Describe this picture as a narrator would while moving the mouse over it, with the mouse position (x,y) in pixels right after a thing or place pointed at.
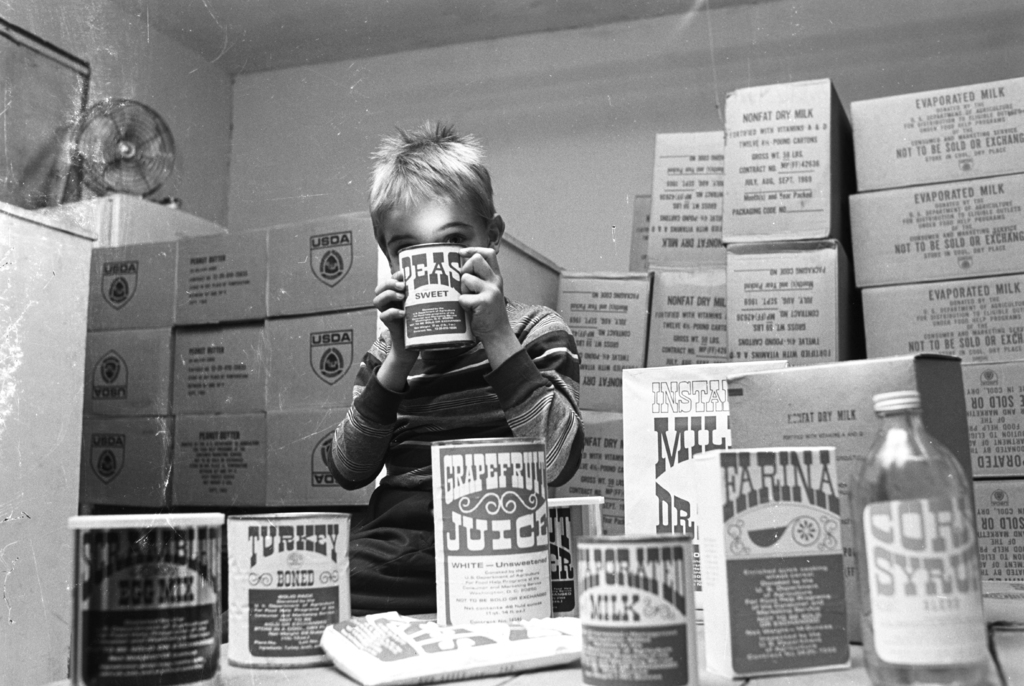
In this image it looks like inside of the building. And there is a person (487,350) sitting on the table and holding a can (411,274). On the table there are bottles (898,525), a Cover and a box (742,410). And at the back (361,297) there are boxes (302,336) which are packed. And there is a wall (179,120). And at the top (131,133) there is a table fan (123,118).
